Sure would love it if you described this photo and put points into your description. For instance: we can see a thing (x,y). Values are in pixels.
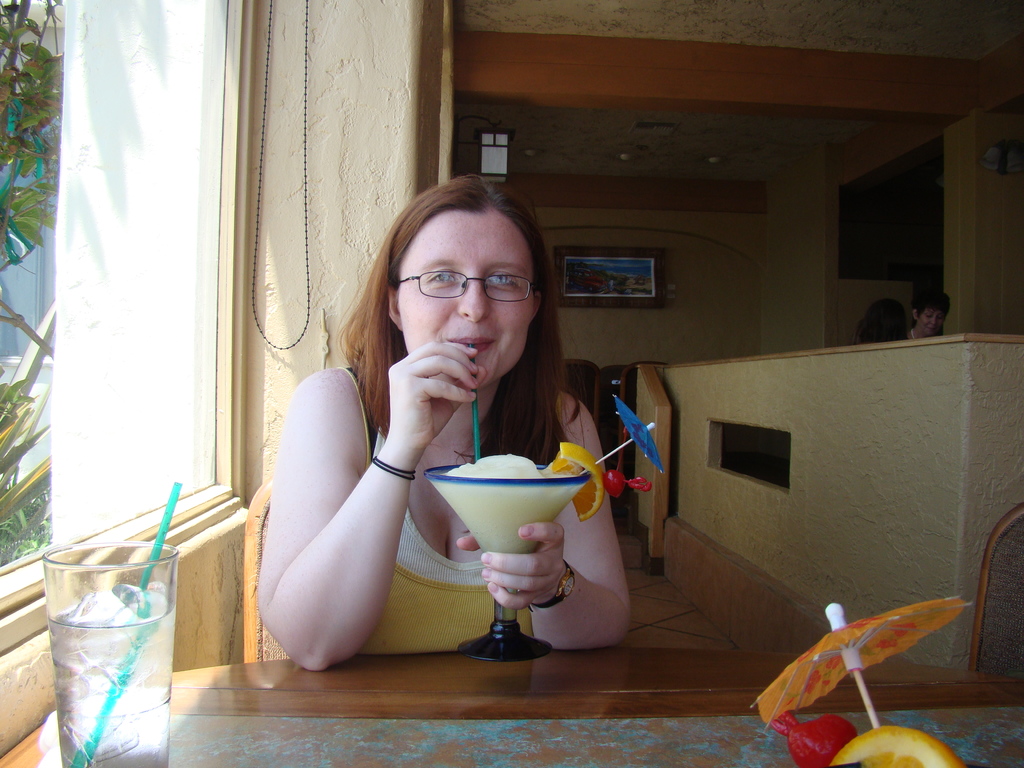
In the image there is a woman (411,510) having soft drink (554,503) sitting on chair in front of table (370,679) with a glass (127,606) on it, beside her there is a window (204,131), this is clicked in a restaurant (379,178).
